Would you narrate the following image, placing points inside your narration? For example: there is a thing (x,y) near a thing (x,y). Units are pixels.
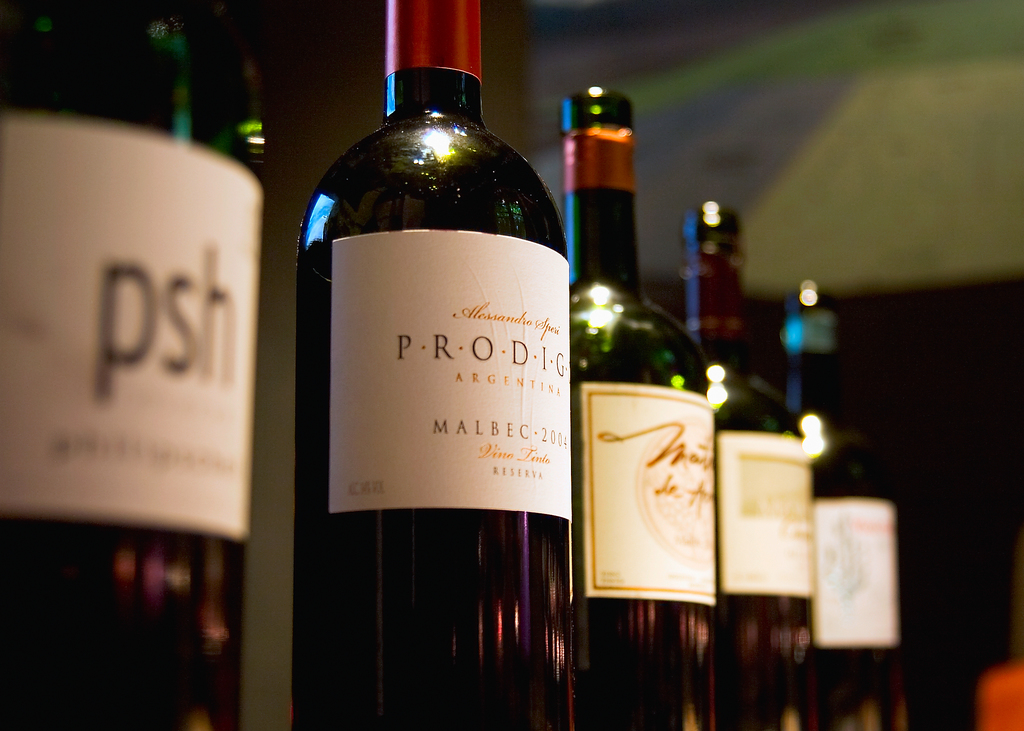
In this picture there are bottles (495,255) in series in the center of the image (558,415).
